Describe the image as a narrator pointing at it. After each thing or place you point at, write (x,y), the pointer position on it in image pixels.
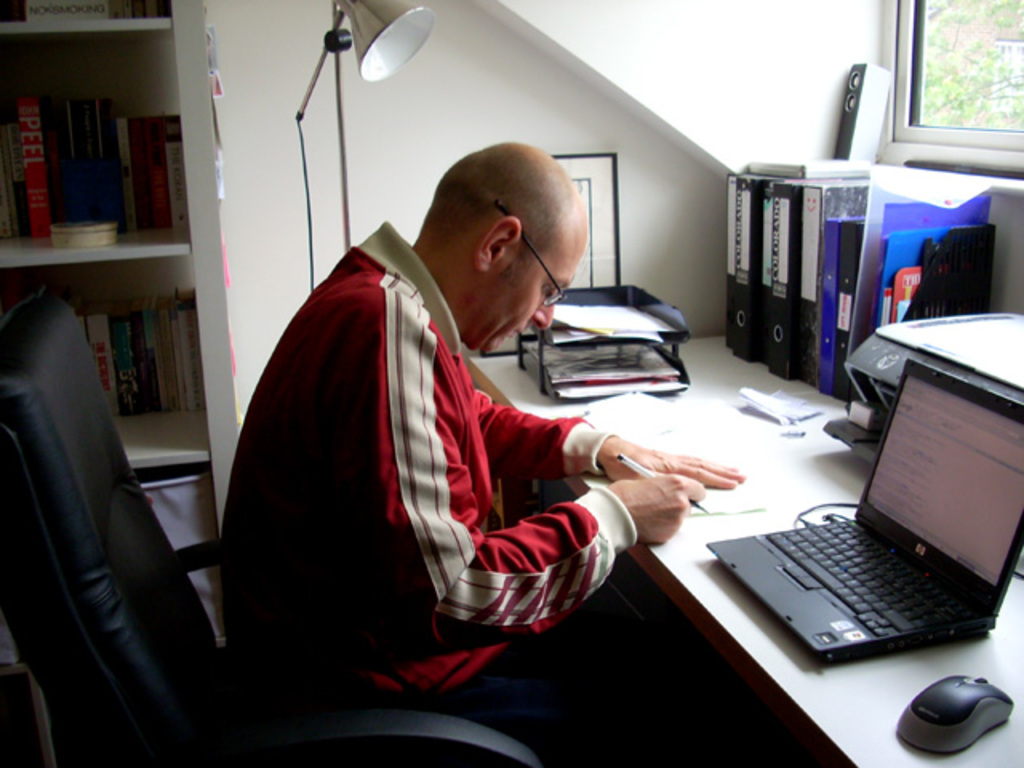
A man (370,336) is sitting at table (729,591). There are laptop (846,659), mouse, some pieces of paper (639,431), file records (821,359) and other items (860,320) on the table (536,401). There is a lamp (380,35) beside him with a stand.
